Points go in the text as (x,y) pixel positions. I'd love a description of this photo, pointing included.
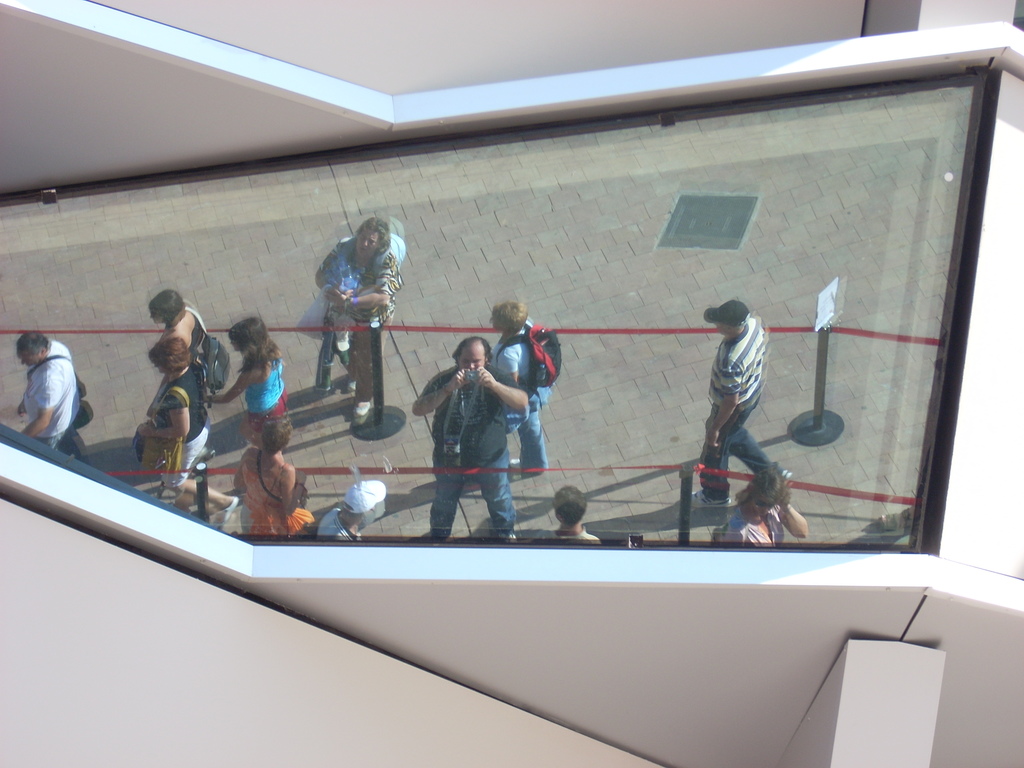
In this image we can see the glass window (392,282) and through the glass window (390,285) we can see the people (144,430) and also the barrier rods (378,327) with the ribbon (839,328). We can also see the path (711,286) and also the walls (433,673).
